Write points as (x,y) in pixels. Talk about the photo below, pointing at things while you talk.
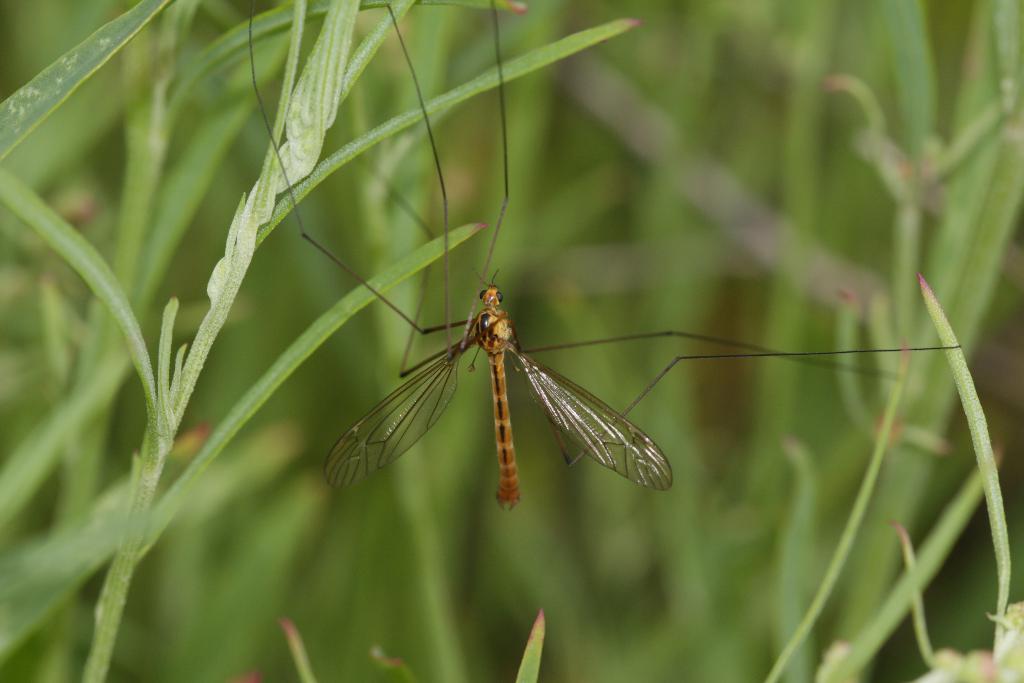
In this picture there is an insect (438,154). At the back (319,430) there are plants (484,417).
